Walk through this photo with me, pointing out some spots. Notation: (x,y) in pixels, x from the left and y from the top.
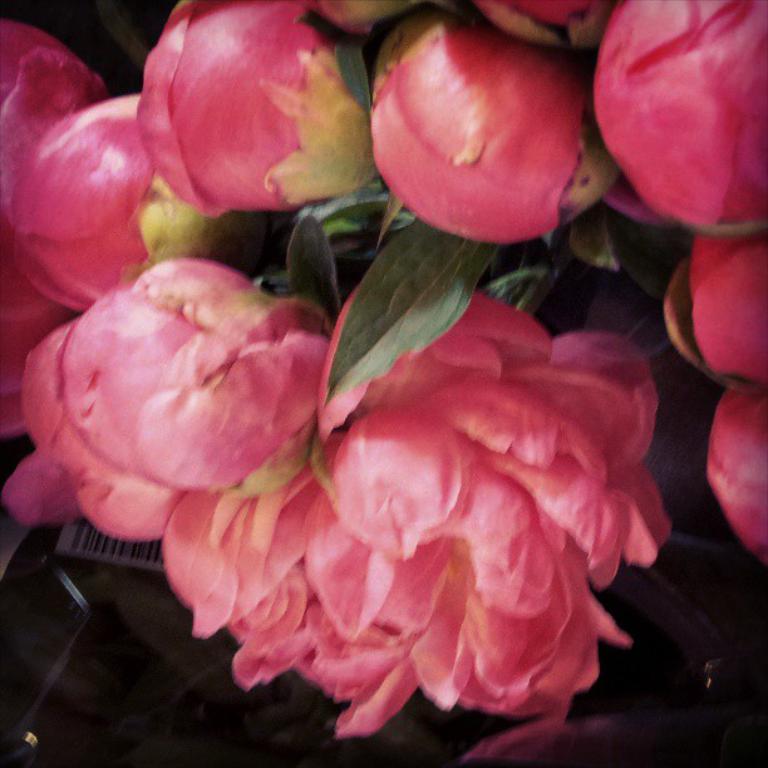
Here we can see pink flowers (469,545), buds (744,264) and green leaves (425,323).
